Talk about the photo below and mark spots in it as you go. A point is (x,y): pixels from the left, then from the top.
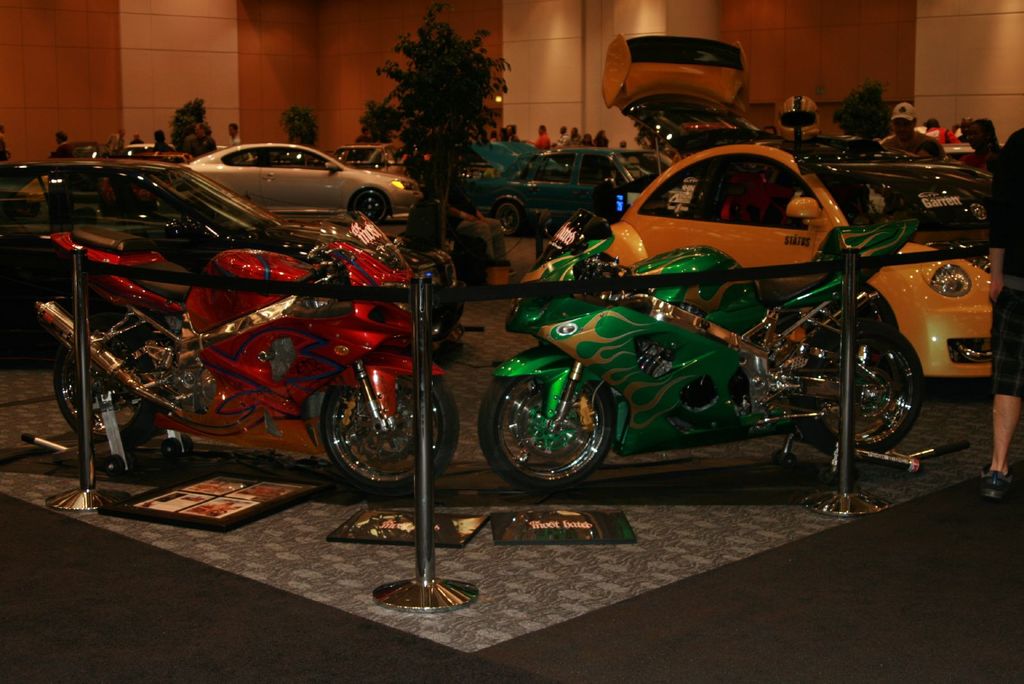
In this picture we can see motor bikes (251,255), cars (389,148) and some people (516,131) standing on the floor (710,679), poles (852,395), trees (307,124) and in the background (357,36) we can see the wall (481,10).
